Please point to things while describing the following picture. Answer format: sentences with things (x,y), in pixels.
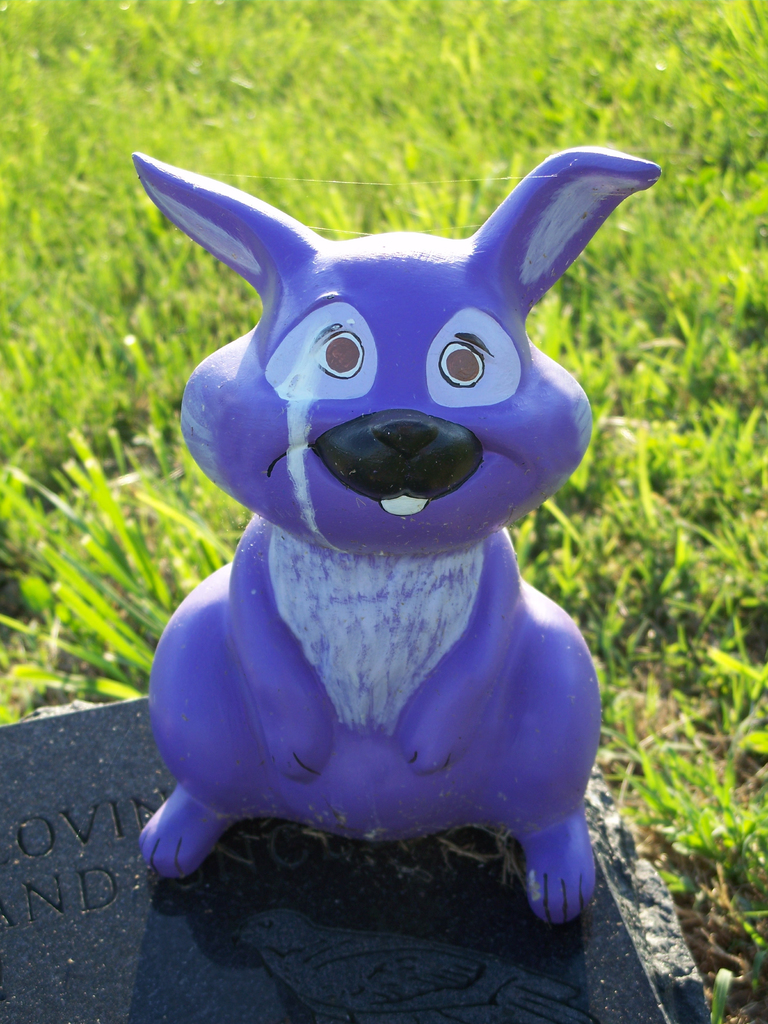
In this image we can see a toy rabbit (519,771) on a stone (355,929). On the backside (76,563) we can see some grass (662,364).
